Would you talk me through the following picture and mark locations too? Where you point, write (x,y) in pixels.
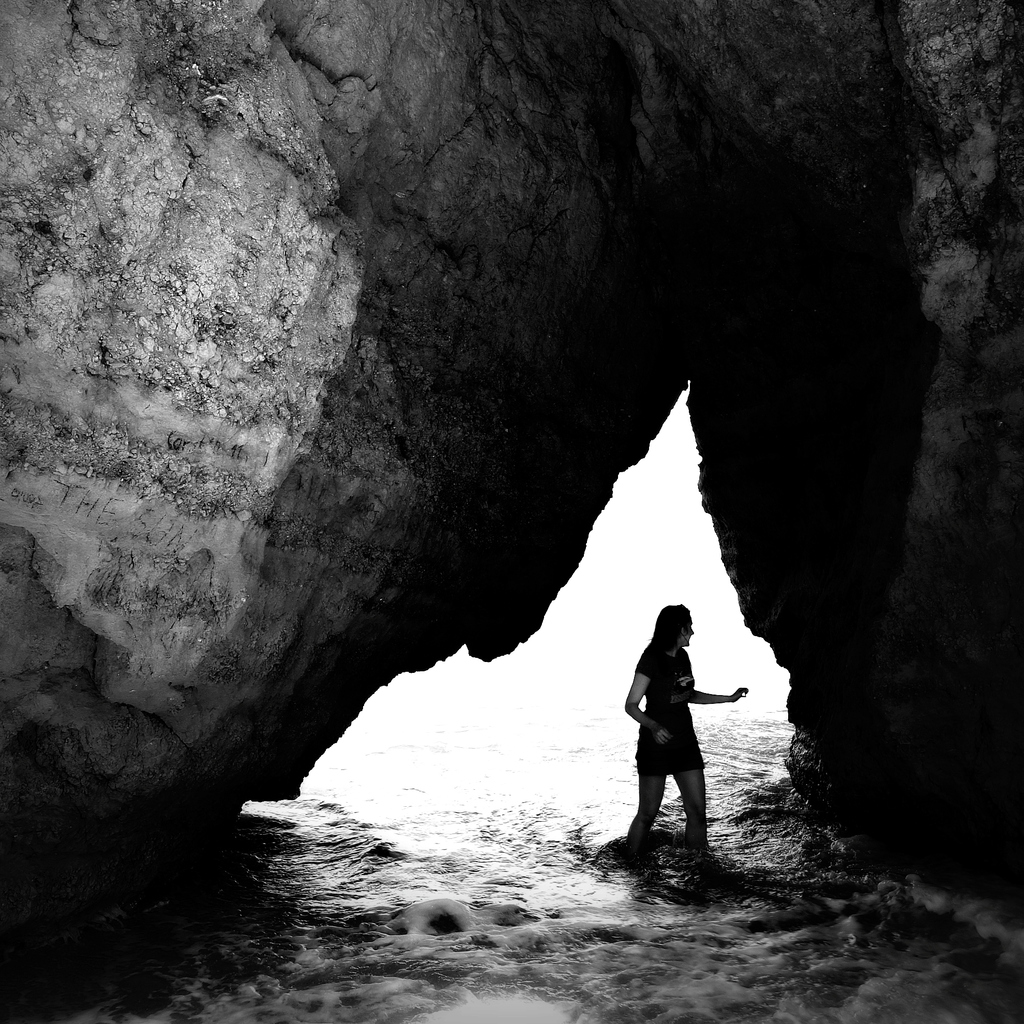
In this image I can see person (650,834) standing in the water (525,867). To the top of the person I can see the rock (391,254) and this is a black and white image.
